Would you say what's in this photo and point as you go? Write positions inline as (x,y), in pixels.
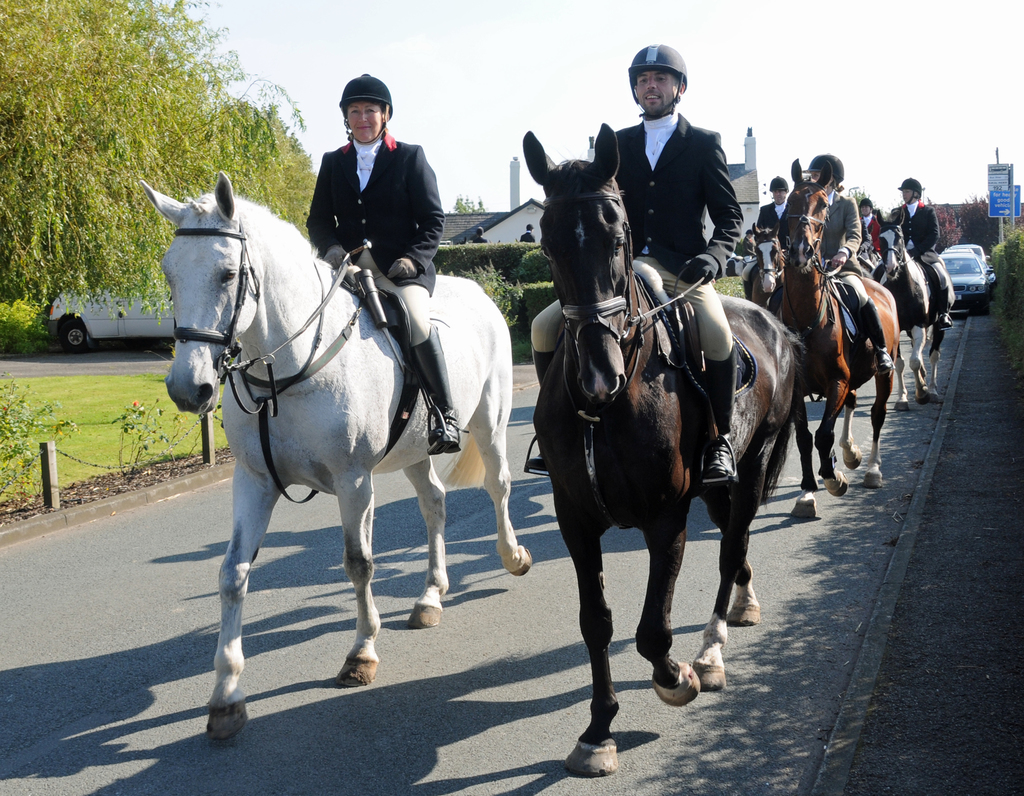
In this image there is a group of persons (368,224) are riding the horse (703,419), as we can see in middle of this image (557,378), and there is a house (509,231) in the background (522,227). There are some cars (969,278) on the right side of this image (957,306). there is a tree (143,149) on the left side of this image (39,223), there is one car (95,323) is behind to this tree (107,263). There is a road (497,619) on the bottom of this image (390,674) and there is a sky (498,39) on the top of this image (797,50).
